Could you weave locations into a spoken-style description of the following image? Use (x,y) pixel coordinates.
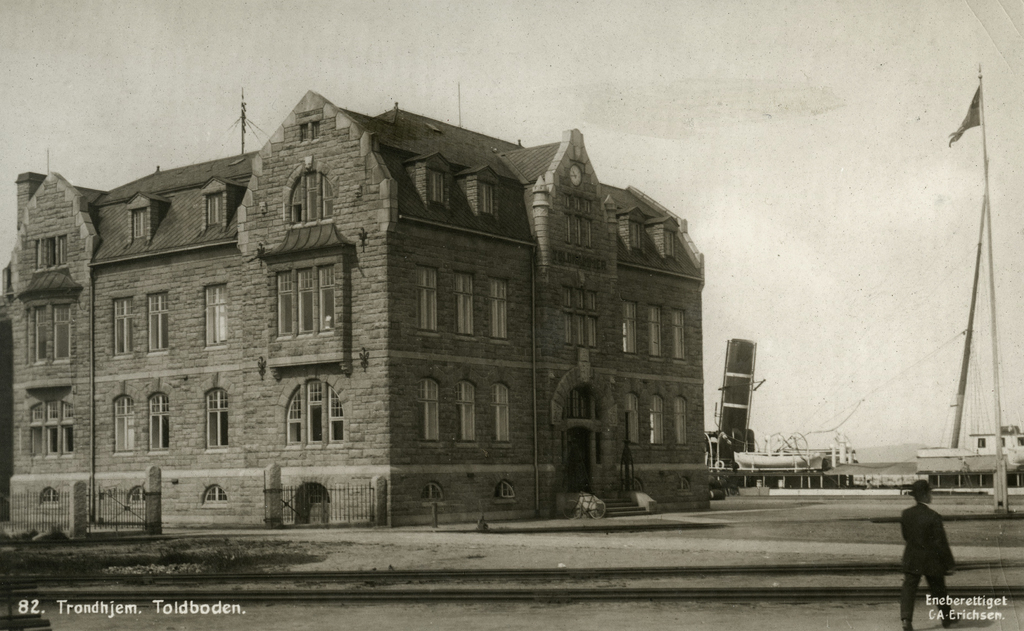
On the bottom left (208,599), there is a watermark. On the left side (188,616), there is a road (152,588). On the right side (941,624), there is a person (926,495) walking. On the bottom right (959,608), there is a watermark (989,611). In the background (614,301), there is a building (470,268), which is having windows (277,287), there are boats (735,411), a flag (978,115) attached to a pole (984,151) and there are clouds (945,110) in the sky (355,36).
